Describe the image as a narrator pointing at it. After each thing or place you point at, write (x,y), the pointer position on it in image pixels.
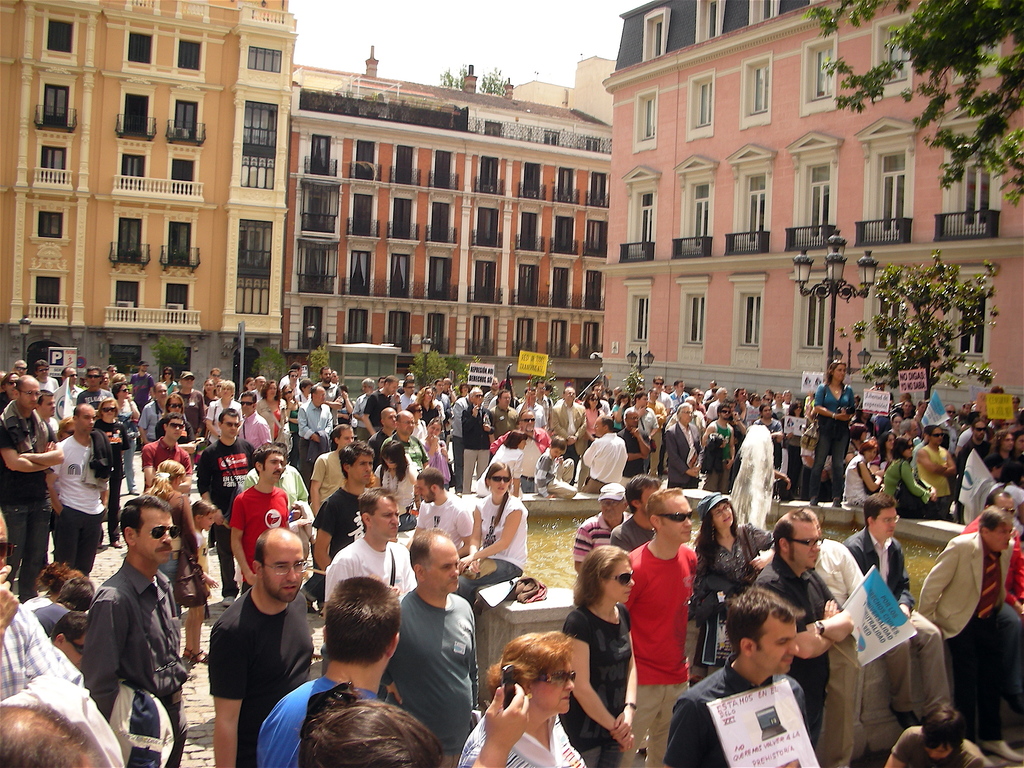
In this picture we can see a few people (362,584) holding objects (796,431) in their hands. We can see a fountain (748,500) and water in the small pond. There are a few plants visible on the left side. We can see some buildings (395,287) in the background (356,130). There is the sky (404,24) on top of the picture (478,20).
